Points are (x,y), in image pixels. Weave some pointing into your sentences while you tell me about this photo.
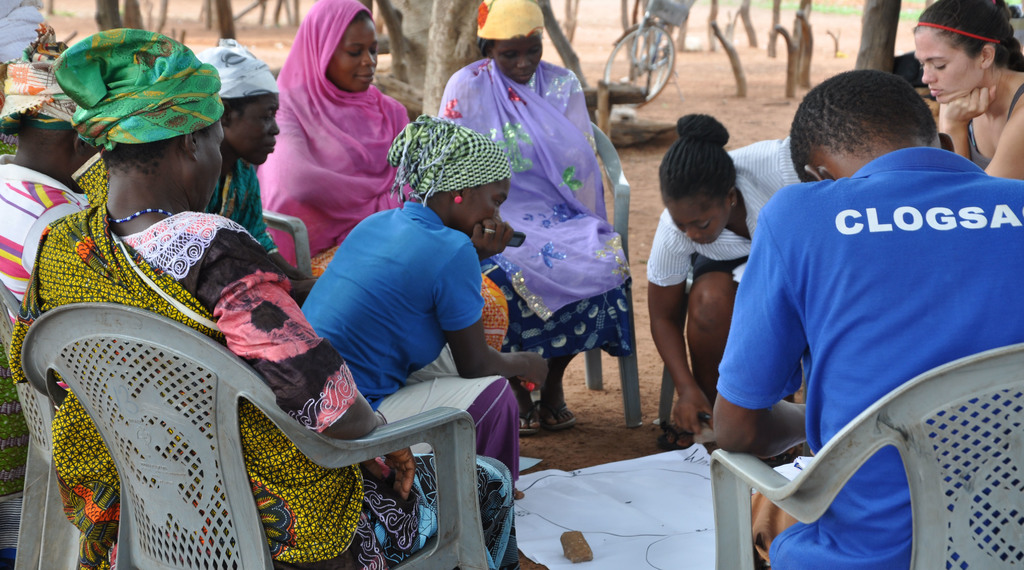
In this image I can see group of people (211,270) sitting on the chairs (1021,449) at the middle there is a chart paper (664,523), behind them there are so many trees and bicycle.
